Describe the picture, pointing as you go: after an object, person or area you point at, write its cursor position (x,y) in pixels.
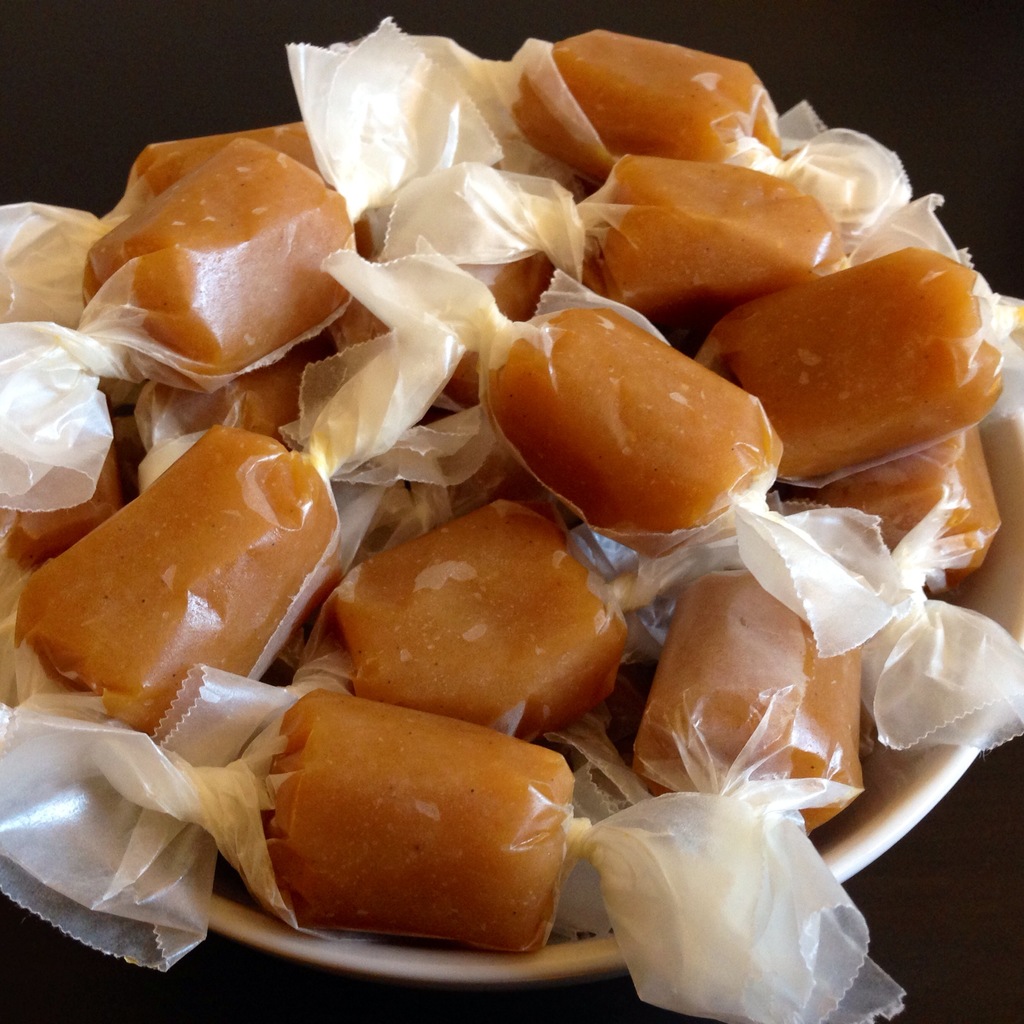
There are few eatables (269,542) placed in a cover (424,535) which are in a white bowl (543,955).
